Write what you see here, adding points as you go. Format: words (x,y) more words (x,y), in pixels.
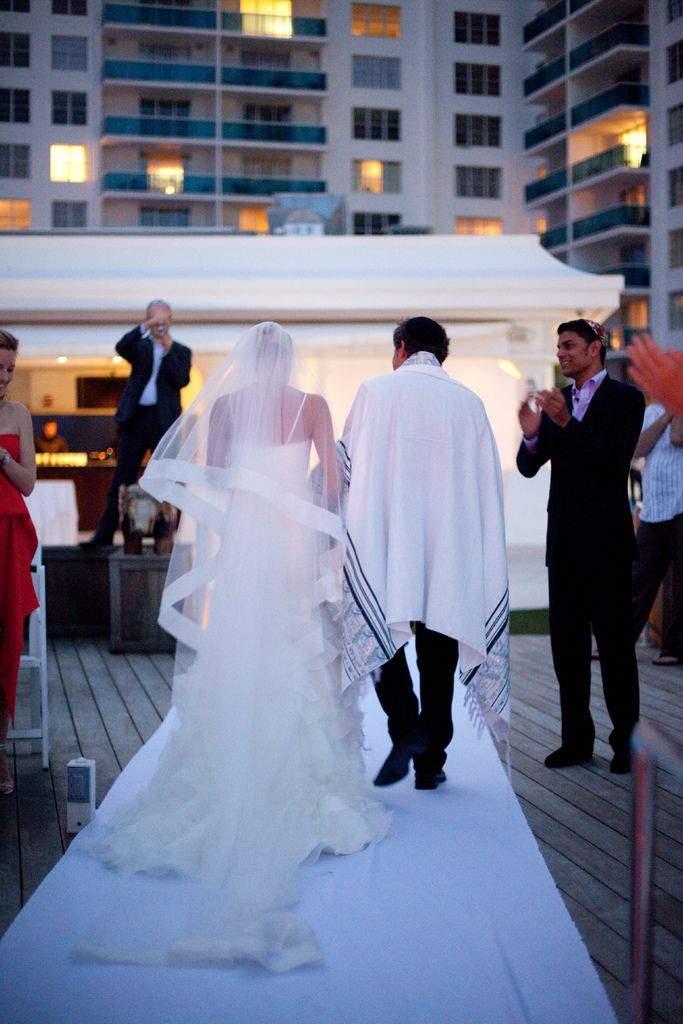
In this picture there are people (664,605), among them there is a woman (314,774) wore veil (270,620) and we can see carpet (117,806) and object (79,819) on the wooden surface (40,865). We can see tent (477,381) and lights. In the background of the image (387,176) we can see building (374,193) and windows (395,189).
